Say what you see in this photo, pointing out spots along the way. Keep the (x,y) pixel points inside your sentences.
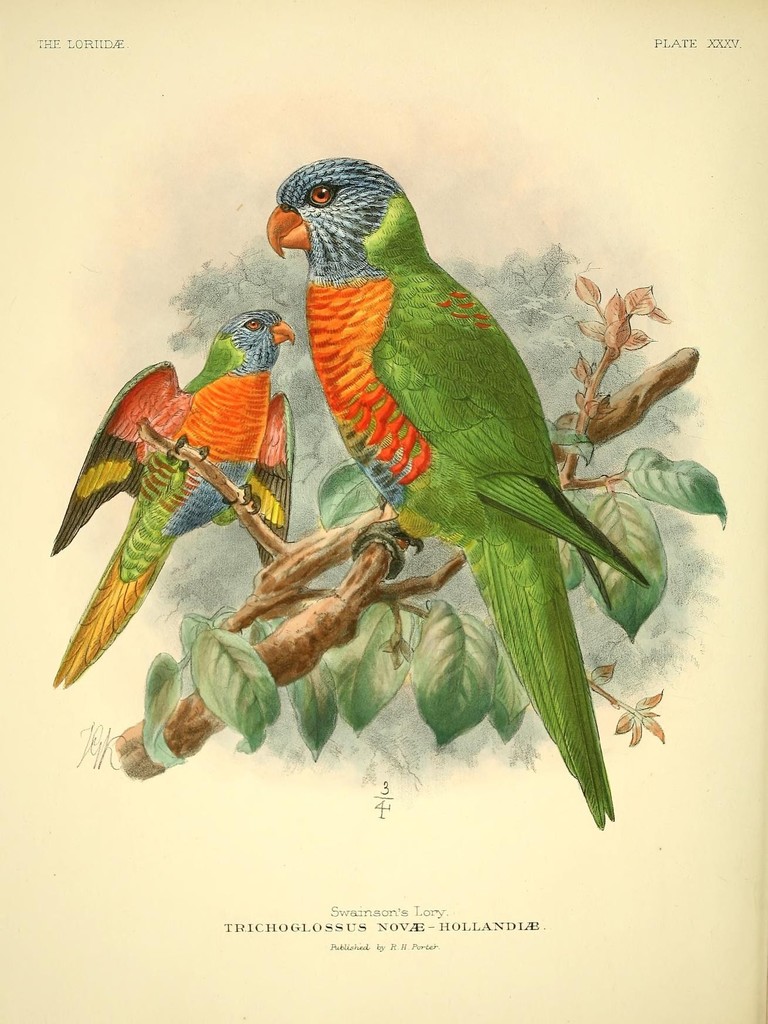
In this picture we can see a poster (7,532), on this poster (7,532) we can see parrots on tree branches (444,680), here we can see some text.
